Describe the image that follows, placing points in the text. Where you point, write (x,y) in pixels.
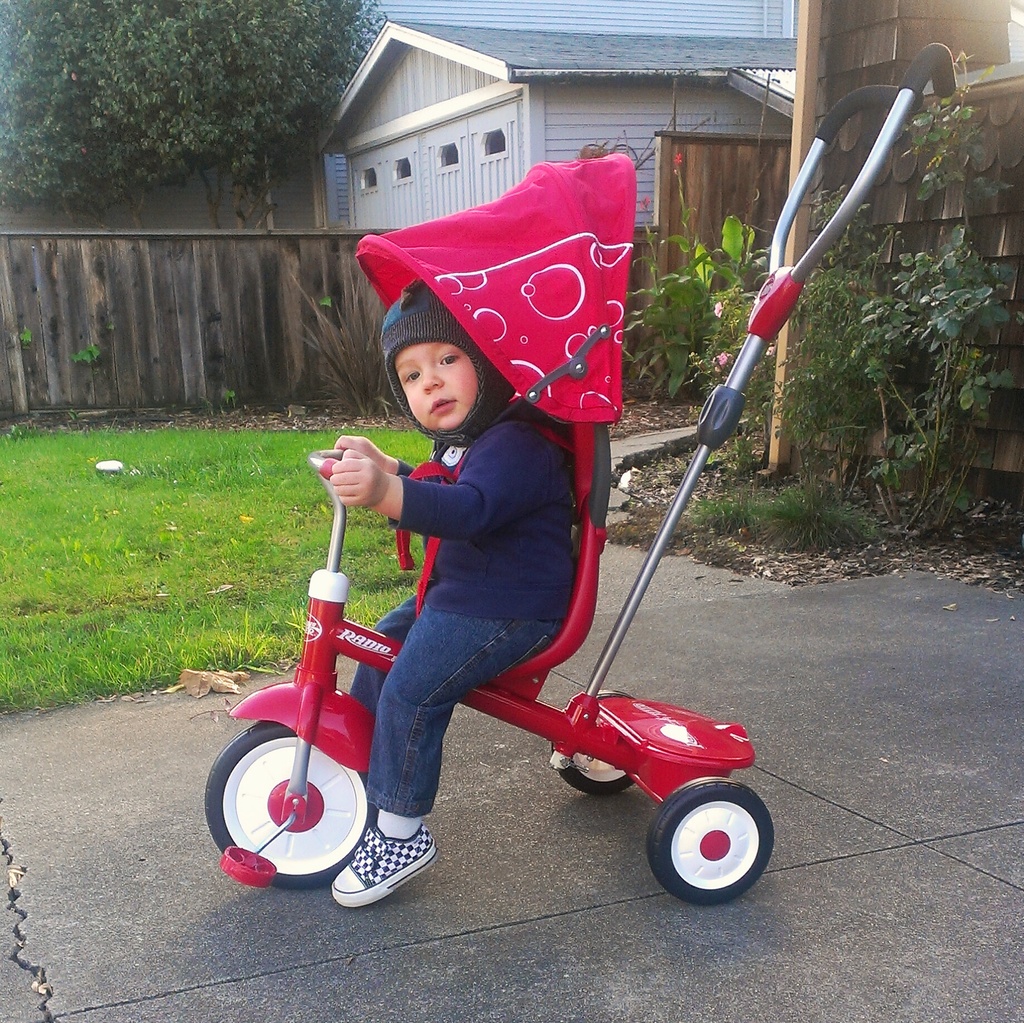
In this image in the middle (502,577) there is a boy (440,636), he wears a t shirt (499,566), trouser (416,738), shoes (362,857) and cap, he is riding a bicycle (616,768). In the background (978,302) there are plants (956,320), grass (251,477), houses (686,70), trees (218,219) and wall (187,292).
